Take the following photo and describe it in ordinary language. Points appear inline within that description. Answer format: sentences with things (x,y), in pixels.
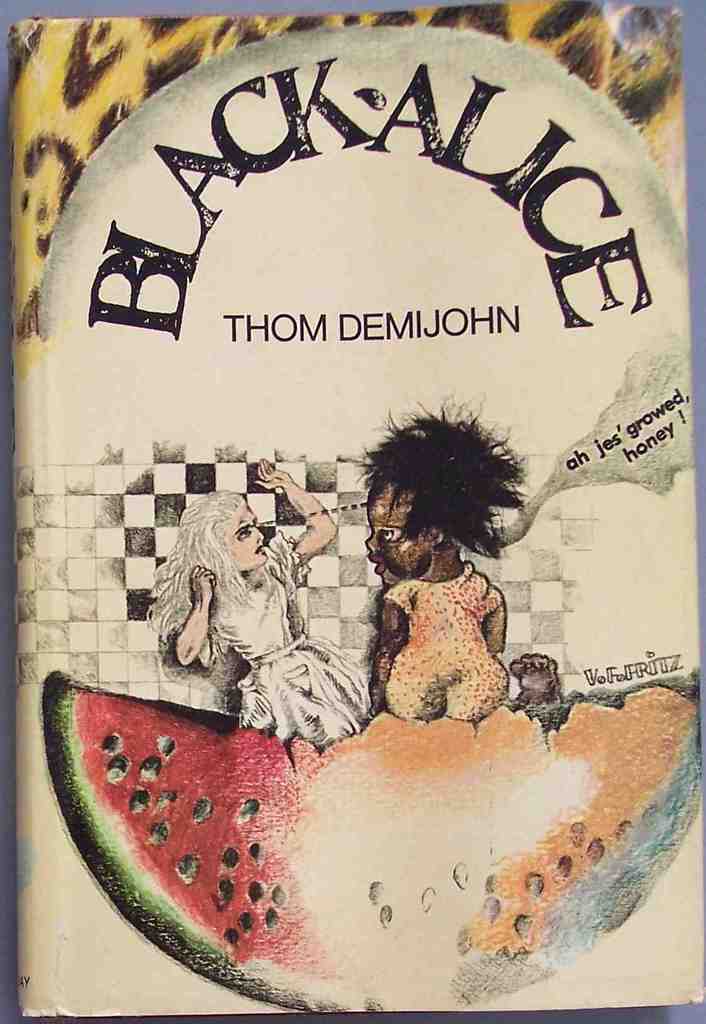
In this picture I can observe cover page (294,551) of a book (220,545). There is some text (317,315) in this cover page (222,236). I can observe a fruit (210,796) which is looking like a watermelon (187,828) in the bottom of the picture (355,838).
